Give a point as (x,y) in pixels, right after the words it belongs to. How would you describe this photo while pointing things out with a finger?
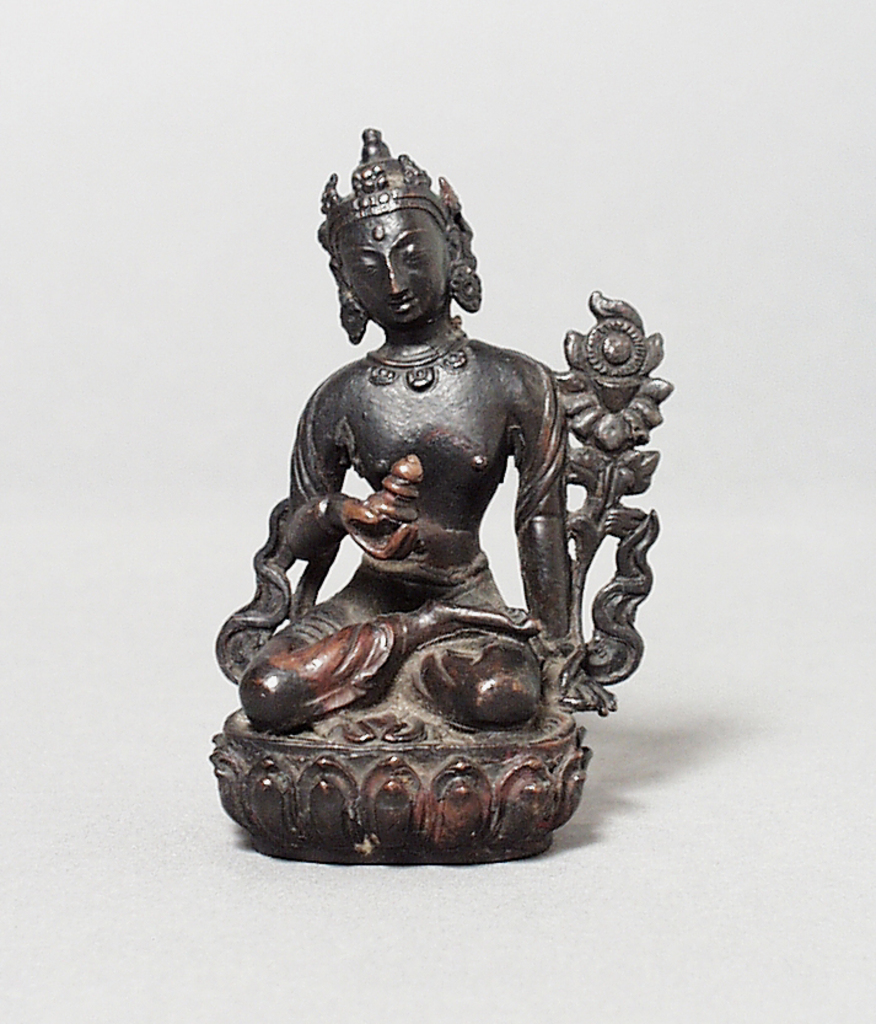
In the center of the image (456,555) we can see a sculpture (389,586).
